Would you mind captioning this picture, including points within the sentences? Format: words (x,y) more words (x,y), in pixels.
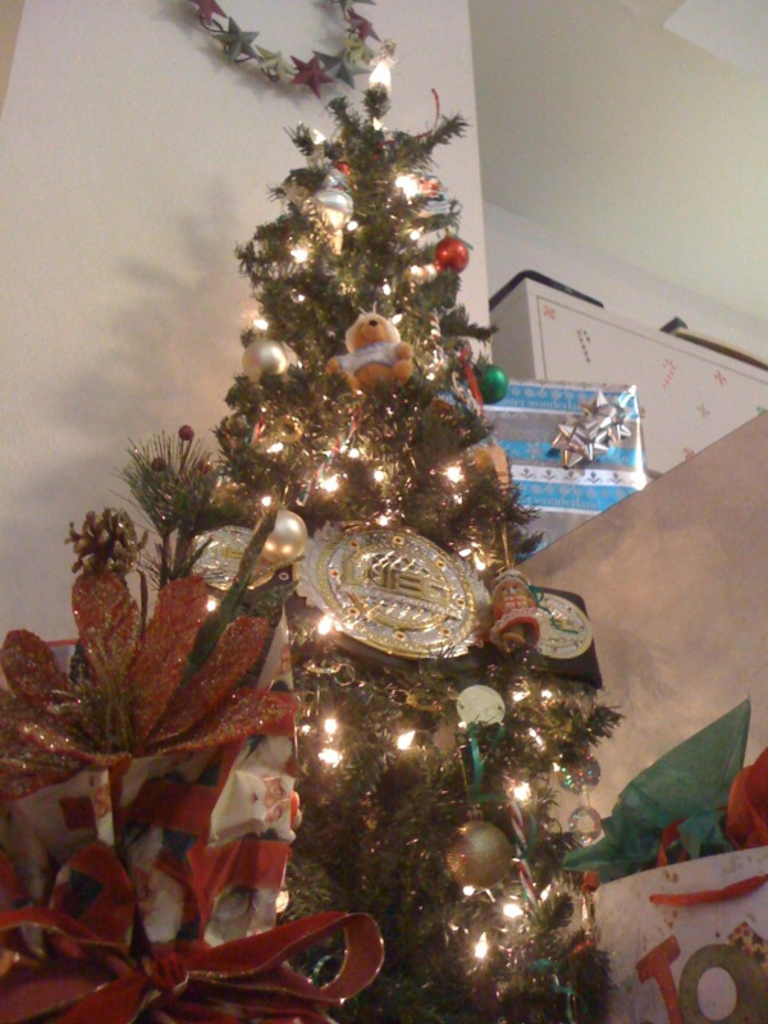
In this picture we can see a Christmas tree (381,781) with lights (405,735), decorative balls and in the background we can see a wall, boxes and some objects (425,642).
